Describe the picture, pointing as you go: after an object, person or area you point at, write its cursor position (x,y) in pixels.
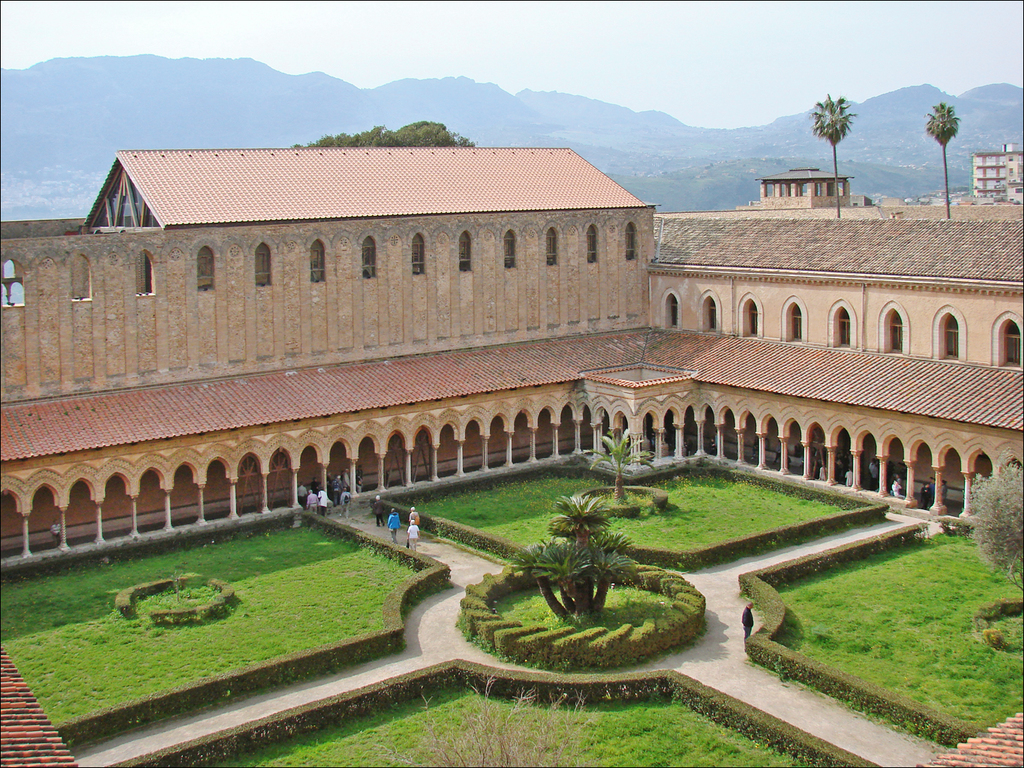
In the center of the image (468,312) we can see a building (912,309) with poles (911,479) and windows (795,309) and a roof (308,194). In the foreground (553,609) we can see group of persons (394,511) standing on the ground (321,557) and plants (535,552). In the background (746,48), we can see trees (384,138) and the sky (661,62).
